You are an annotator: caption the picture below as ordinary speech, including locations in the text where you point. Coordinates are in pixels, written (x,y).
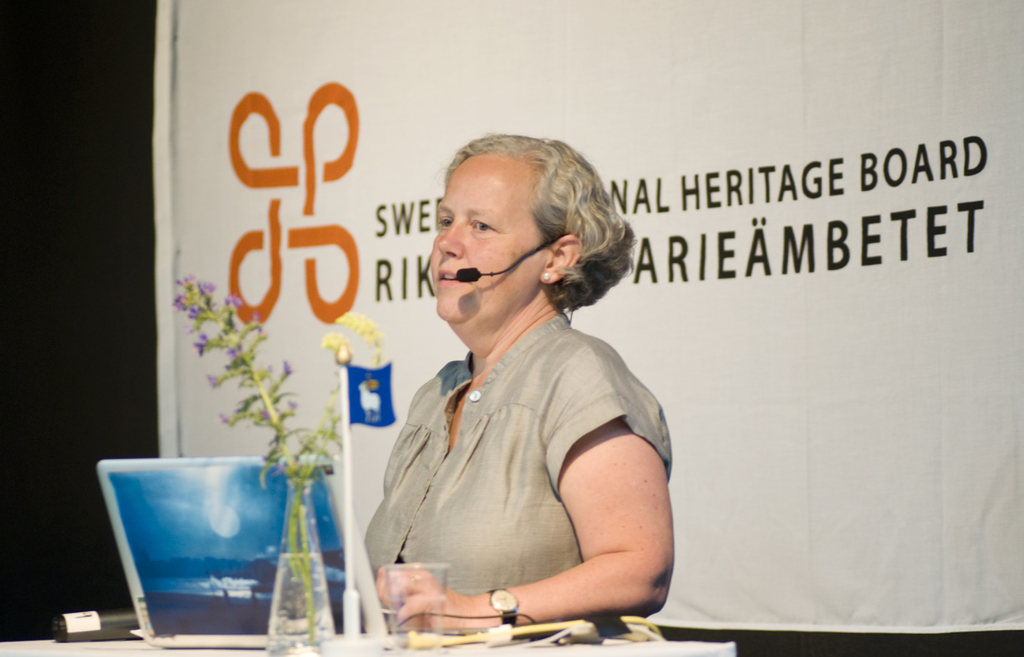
In this image a lady (490,431) speaks into the microphone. There is a laptop (258,494) and other objects (303,464) which are placed on the table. There is a banner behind the lady (536,454) on which some text (788,237) is written.
